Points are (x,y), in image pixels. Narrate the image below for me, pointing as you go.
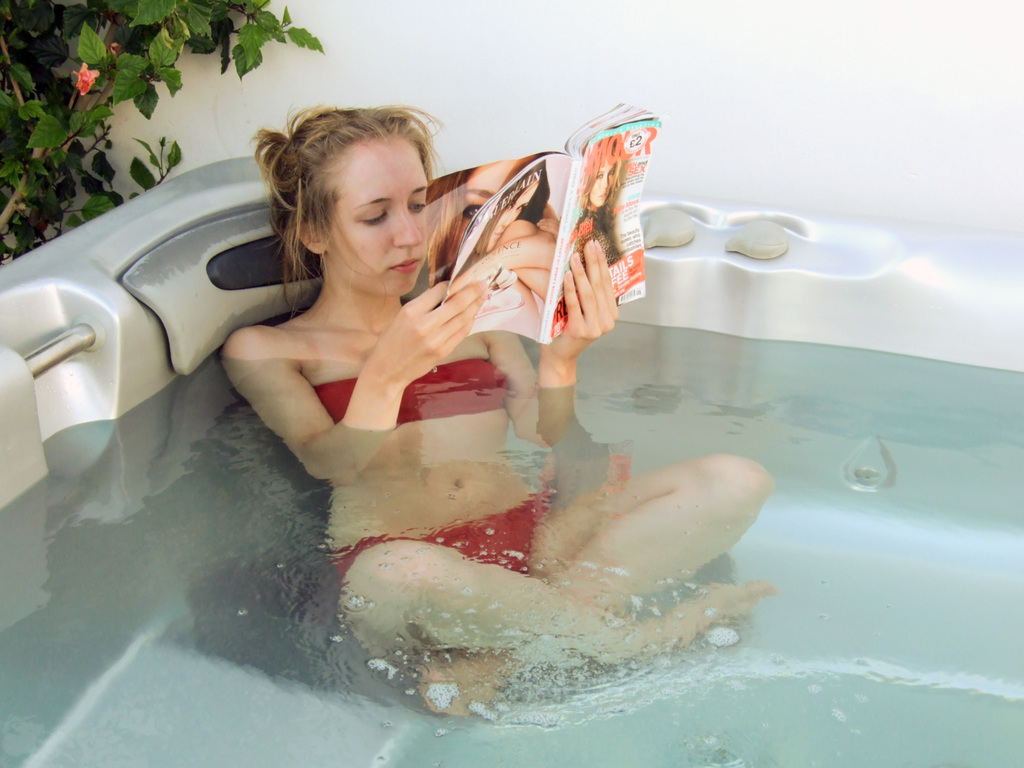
In this picture, we see a woman (348,312) is sitting in the bathtub (267,623) containing the water (310,654). She is holding the book (524,209) in her hands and she is reading the book (471,210). In the left top (142,5), we see a plant (56,99) which has a pink flower (87,75). In the background (578,104), we see a white wall (822,131).
